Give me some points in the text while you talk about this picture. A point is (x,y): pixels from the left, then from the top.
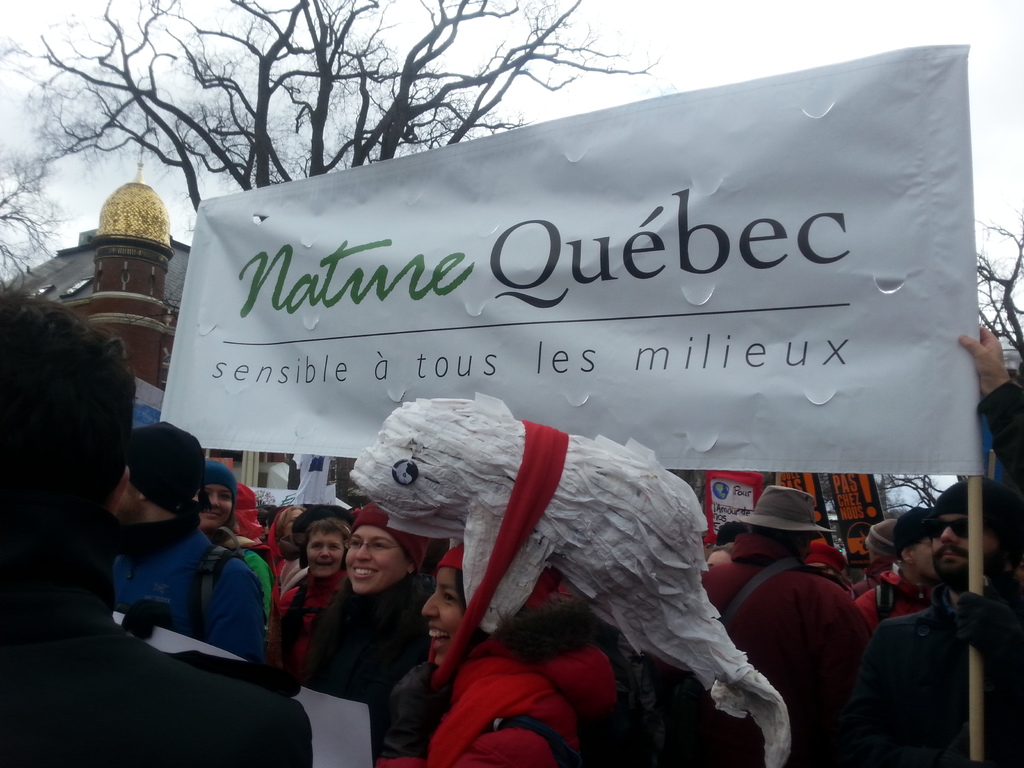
In this image, there are a few people (63,493), trees (115,28), houses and boards (858,515) with text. We can also see a banner (571,207) with some text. We can also see the sky (910,495) and a white colored object (696,552).
